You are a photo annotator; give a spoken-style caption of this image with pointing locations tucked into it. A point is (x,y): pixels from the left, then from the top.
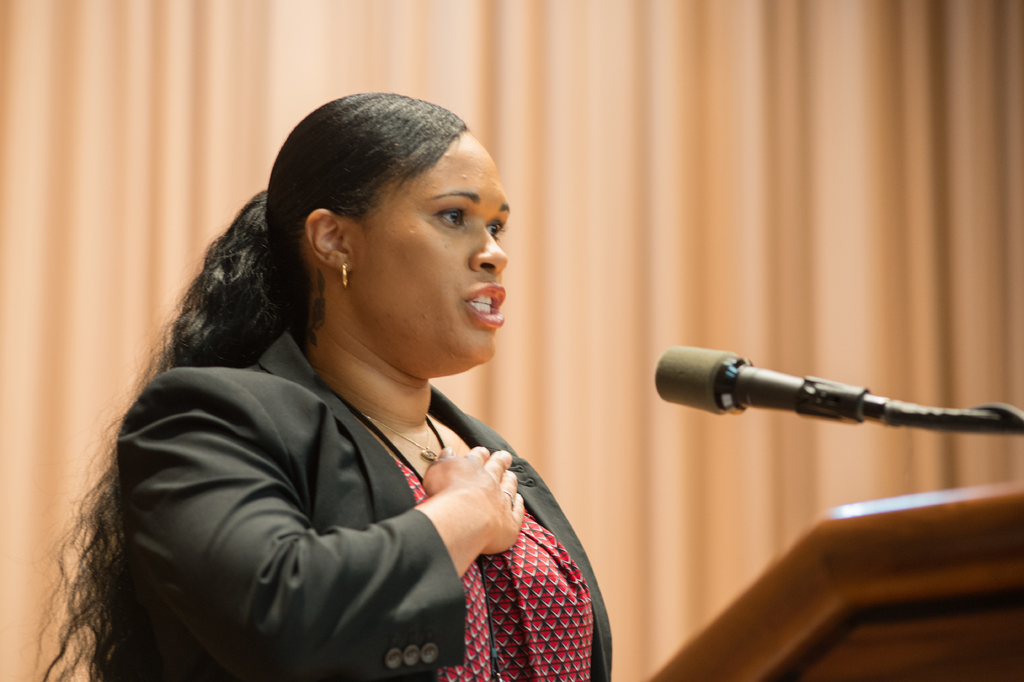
In this image we can see a woman (370,490) standing in front of a mike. There is a podium (845,585) which is truncated. In the background (60,372) we can see a curtain (512,262).
